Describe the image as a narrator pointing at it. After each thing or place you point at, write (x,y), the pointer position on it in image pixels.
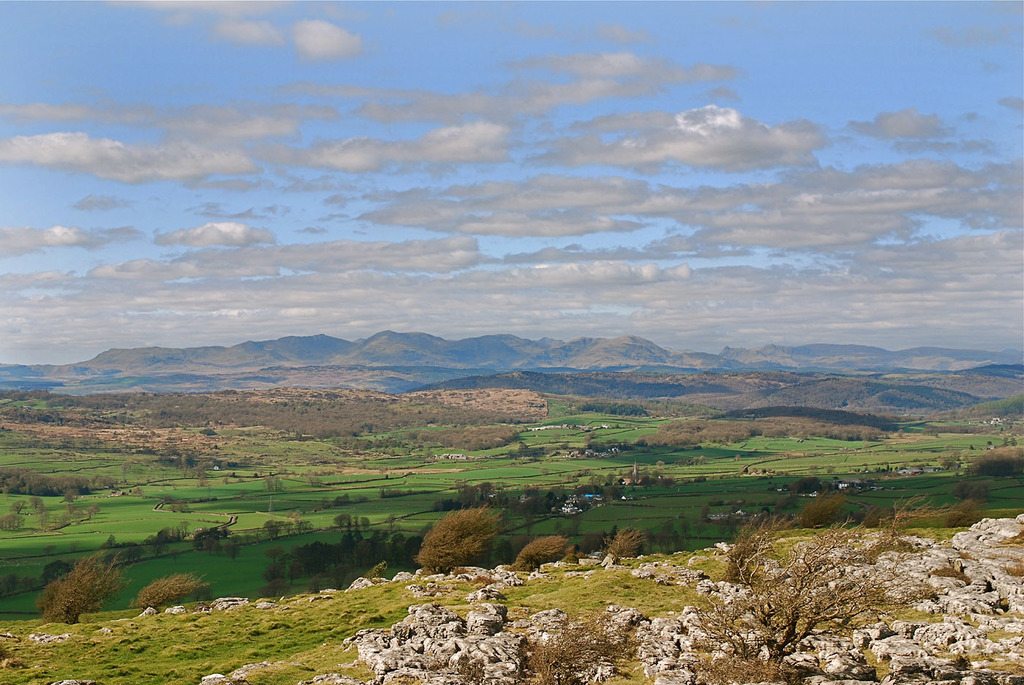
In this picture I can see grass (222,656), trees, hills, and in the background (577,236) there is the sky (328,174).
